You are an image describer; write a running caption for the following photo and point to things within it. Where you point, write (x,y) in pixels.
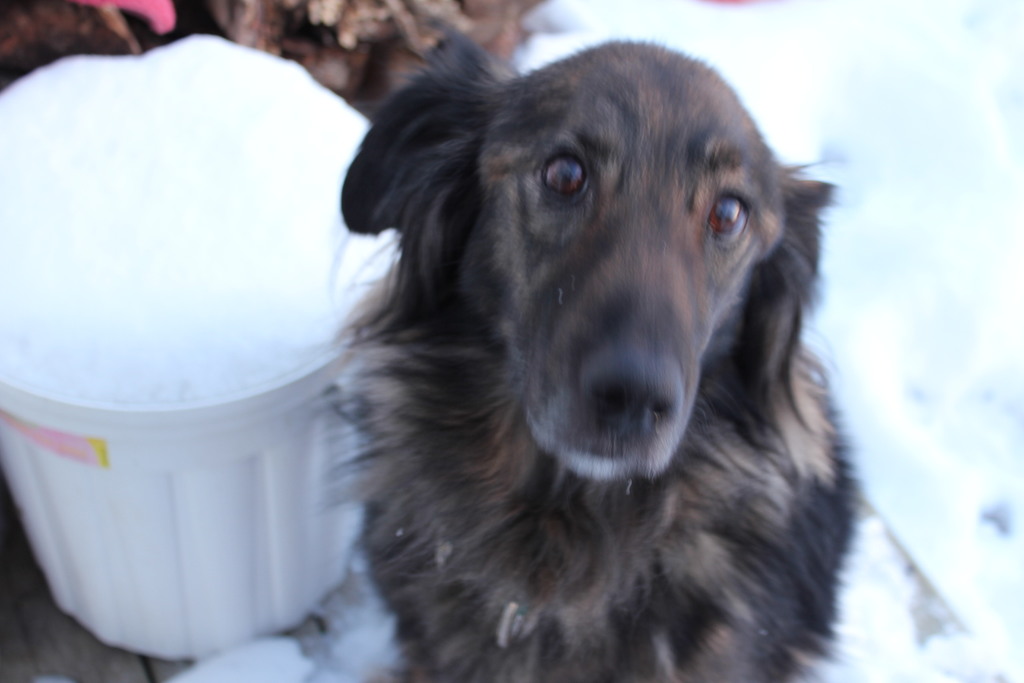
In this picture we can see a black color dog (448,443) and aside to this dog (480,219) we can see a container (236,419).
